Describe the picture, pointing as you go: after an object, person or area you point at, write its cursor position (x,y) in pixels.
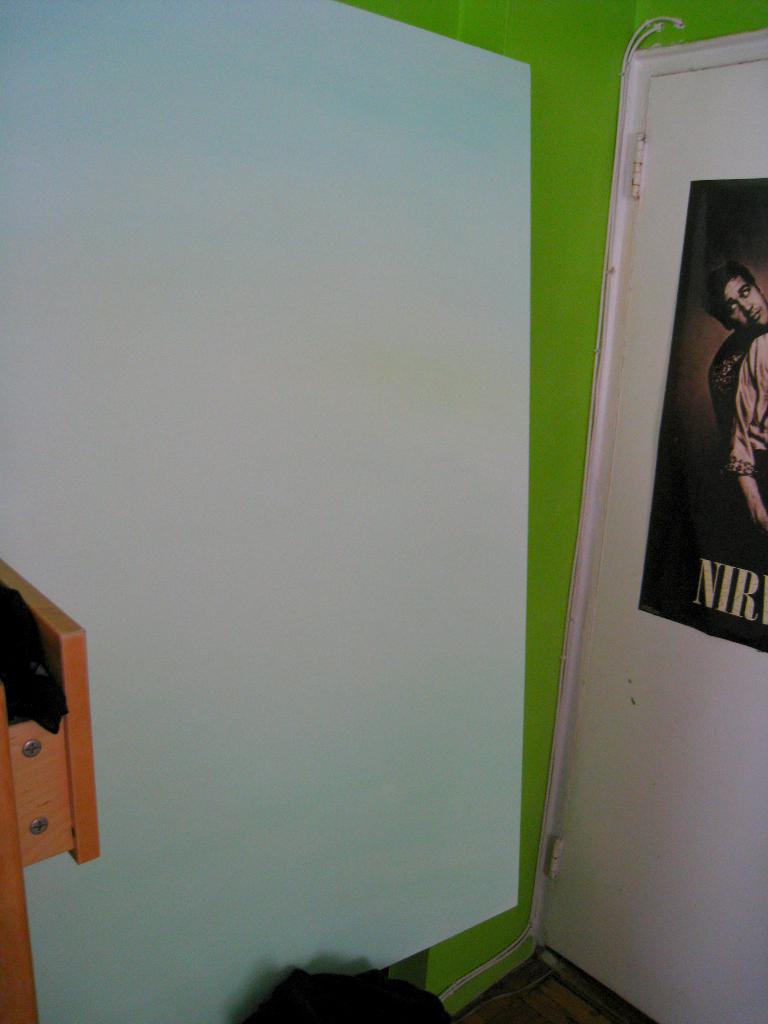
This looks like a poster (666,558), which is attached to the door (616,441). I think this is a whiteboard (224,230). This looks like a wall (562,251), which is green in color. At the left side of the image (38,818), that looks like a wooden drawer (40,764).
